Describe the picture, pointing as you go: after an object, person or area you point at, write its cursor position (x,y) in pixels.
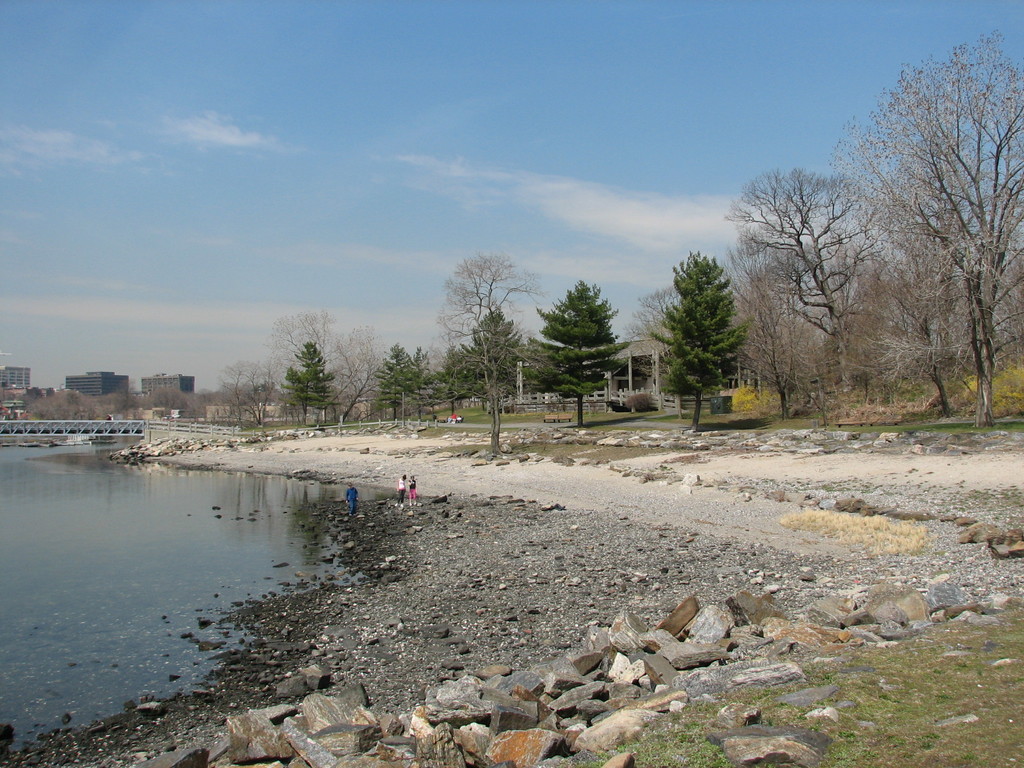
In this image there is water (190,577), grass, sand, and stones (527,625). There are people (354,503) standing near the water (196,562). There are the trees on the right side (839,378). There are buildings (215,410) in the left side (21,402) background (14,415). There is a bridge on the left side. There are clouds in the sky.
